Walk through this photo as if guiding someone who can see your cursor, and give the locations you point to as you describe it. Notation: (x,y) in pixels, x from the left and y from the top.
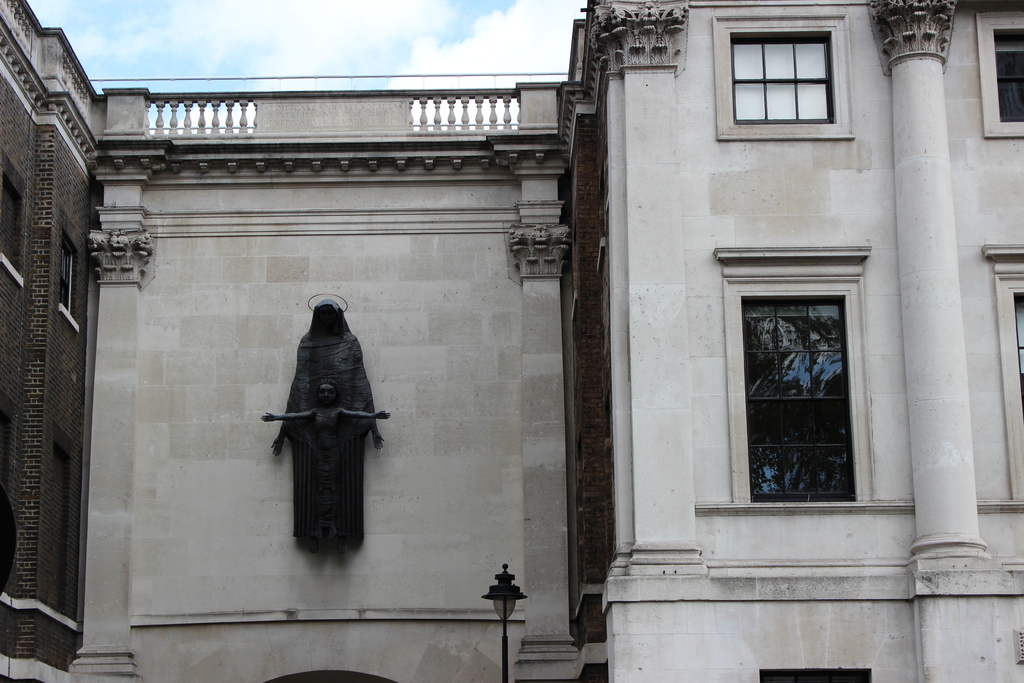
In this image, we can see a building (504,396), walls (113,293), carvings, railings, glass windows (827,317) and sculpture (320,358). At the bottom of the image (510,609), we can see the light pole (512,613). At the top of the image (412,30), we can see the cloudy sky (312,59).
